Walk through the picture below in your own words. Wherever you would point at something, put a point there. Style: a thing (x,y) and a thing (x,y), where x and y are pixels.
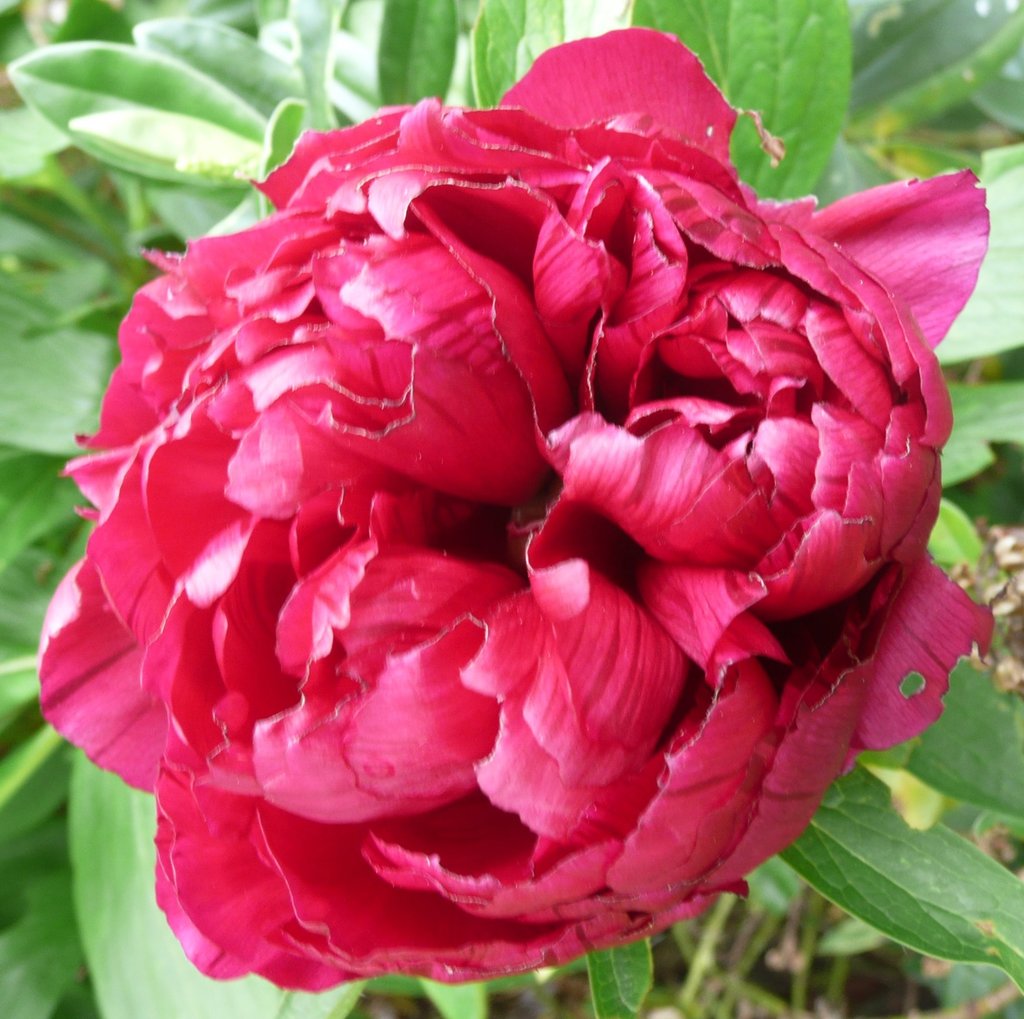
In this image there is a flower (443,505), at the background of the image (281,1015) there is a plant (245,1000).
